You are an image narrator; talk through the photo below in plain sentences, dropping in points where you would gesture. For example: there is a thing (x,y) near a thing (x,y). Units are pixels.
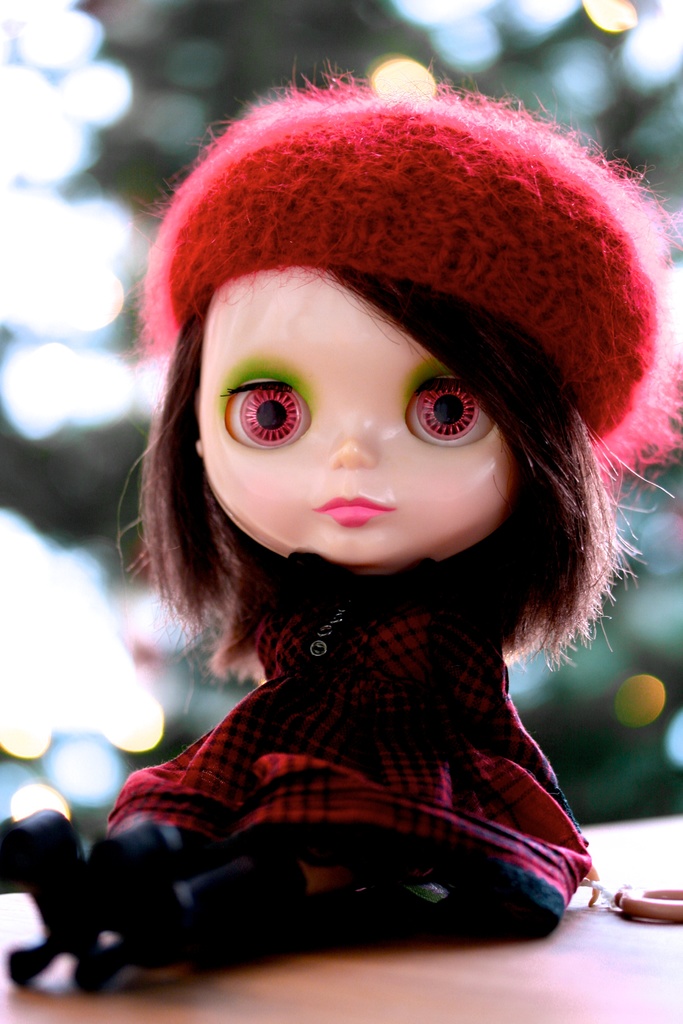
In this picture there is a toy (163,494) in red dress (358,685) and red hat (294,194). It is placed on the table (478,965).
